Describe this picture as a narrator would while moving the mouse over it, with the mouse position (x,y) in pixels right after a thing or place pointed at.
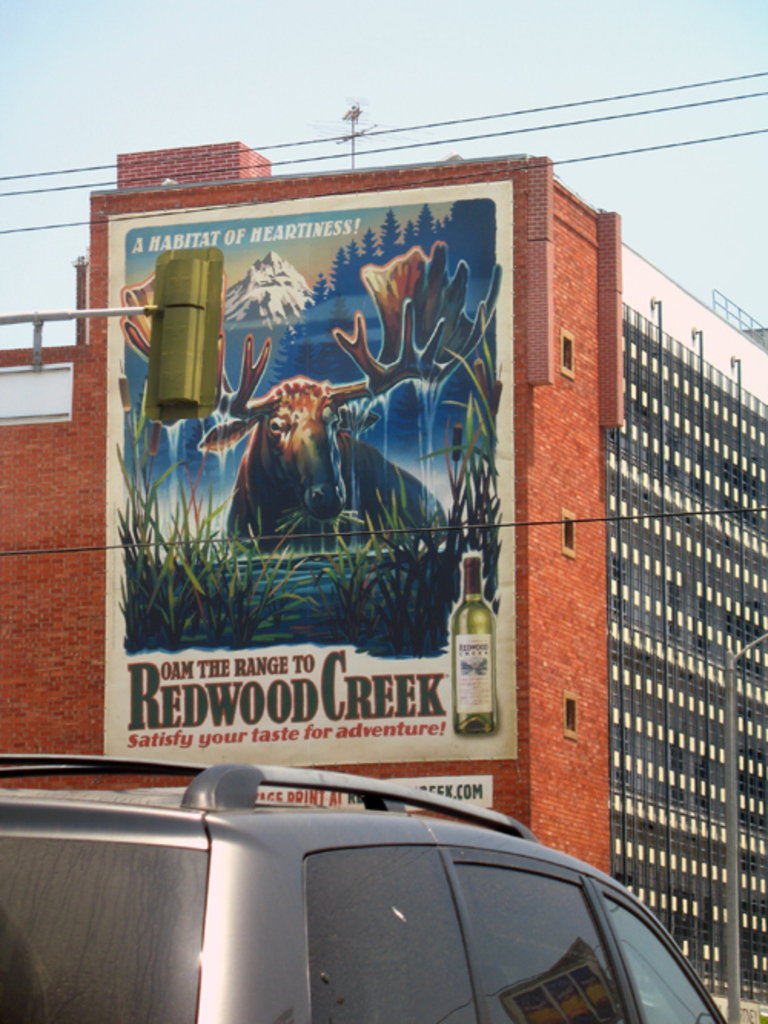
To the bottom of the image (291,877) there is a car (169,883) with windows (572,924). In front of the car (363,817) there is a building (559,566) with poster (312,736) and brick walls (29,558). And also in front of the building (540,175) there are wires (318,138). To the top of the image (288,63) there is a sky (62,235) in the background (37,257). To the left corner of the image (131,309) to the top (194,334) there is a pole (140,312) with traffic signal (179,407).
